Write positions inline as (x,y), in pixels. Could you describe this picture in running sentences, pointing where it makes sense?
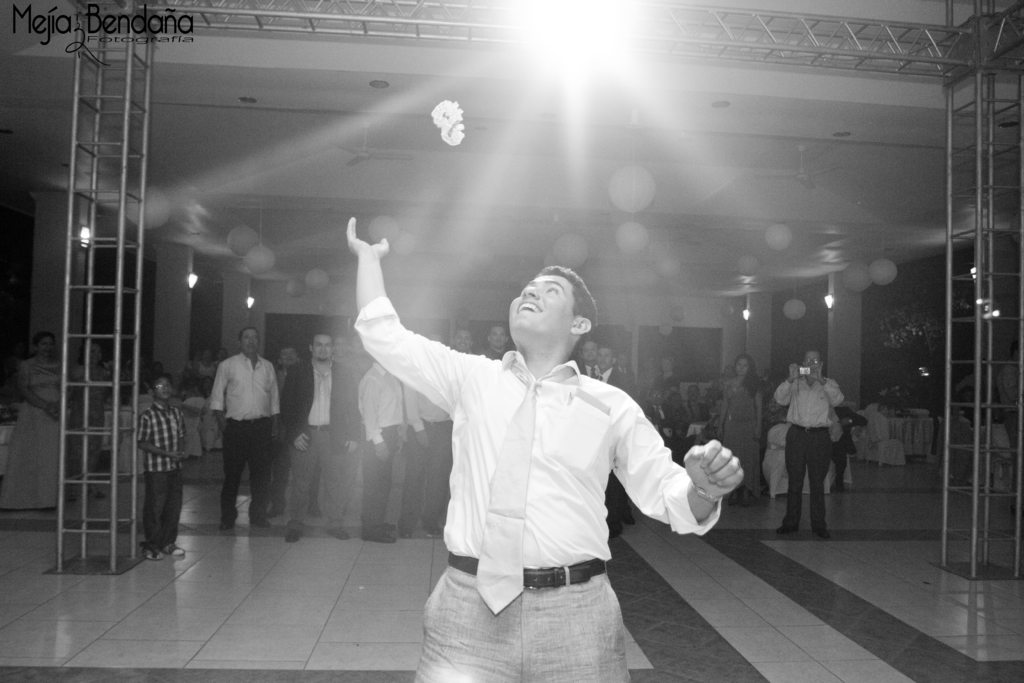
In this picture I can see there is a man (524,303) standing and in the backdrop (499,338) I can see there are few others (326,465) standing in the backdrop (617,499) and there is a iron frame (238,21) here and there are lights (613,53) attached to the frame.
